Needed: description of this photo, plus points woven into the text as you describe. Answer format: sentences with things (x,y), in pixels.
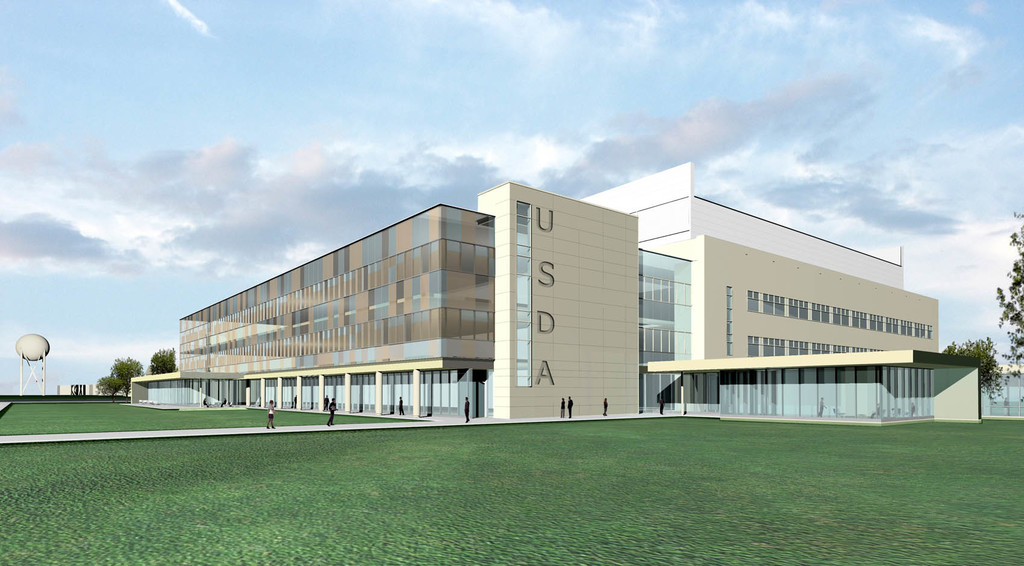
This is an animation picture. In this image there is a building (576,341) and there are group of people (562,401) and at back (955,342) there are trees (1013,314). On the left side of the image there is a tower (19,351). At the top (313,78) there is sky (398,72) and there are clouds (425,160). At the bottom (465,497) there is grass (476,444).
